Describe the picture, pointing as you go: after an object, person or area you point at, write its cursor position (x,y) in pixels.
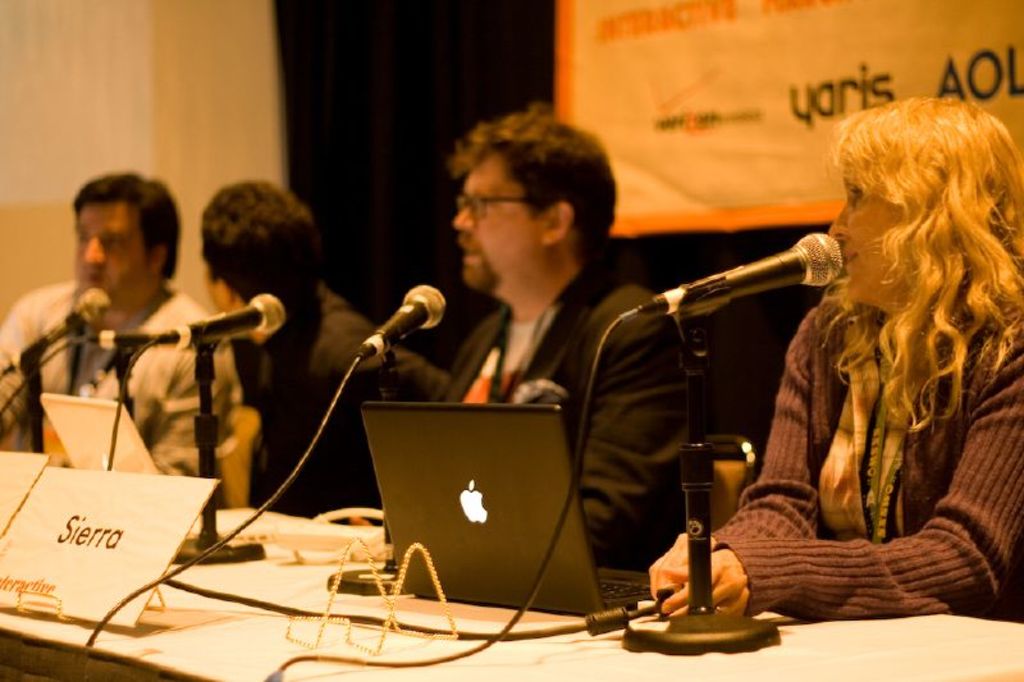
In this image, we can see people (258,239), sitting on the chairs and some are wearing id cards (92,390) and we can see mics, laptops (126,411), boards (133,503) and some other objects (91,641) on the table (187,614). In the background (724,60), there is a banner (689,57) with some text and there is a wall (208,73).
